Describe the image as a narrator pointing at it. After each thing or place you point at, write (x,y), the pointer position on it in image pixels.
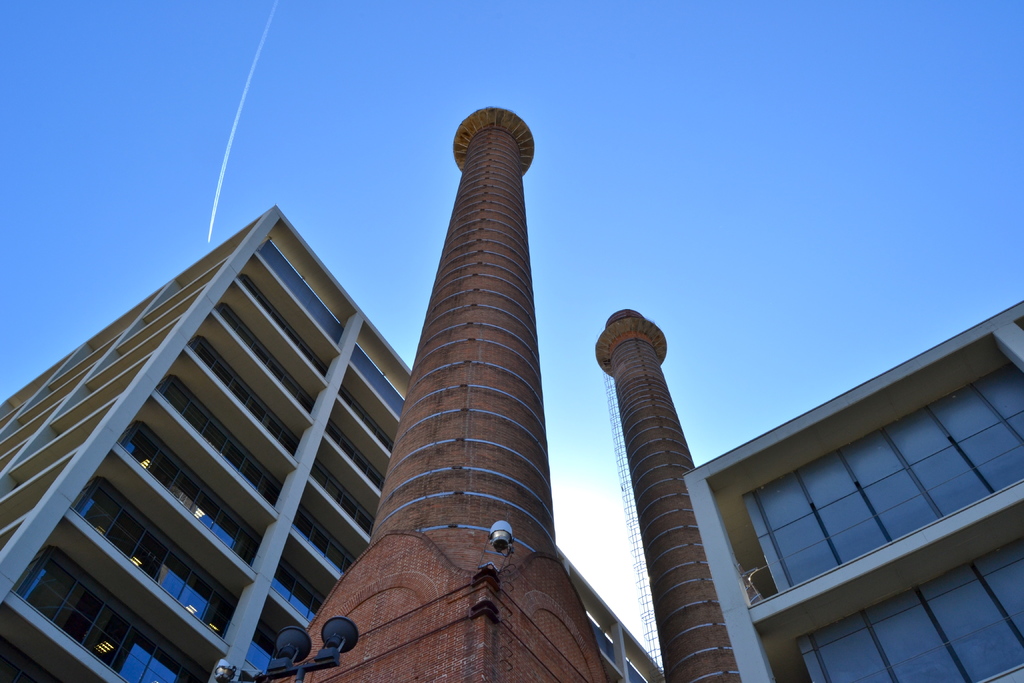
In this picture we can see there are two pillars (505,505) and buildings (980,535) and to the pillar (473,548) there are lights (224,677) and some black items (288,646). Behind the buildings (291,620) there is a sky (683,38).
